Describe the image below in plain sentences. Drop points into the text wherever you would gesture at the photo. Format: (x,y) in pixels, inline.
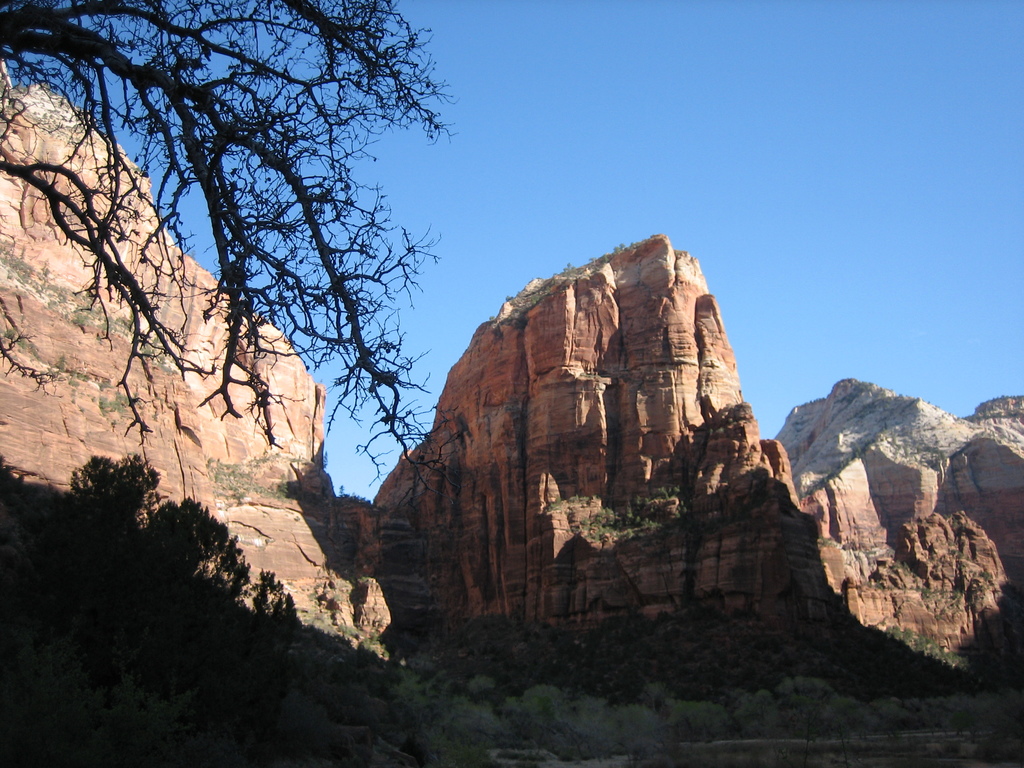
This picture shows trees (186,553) and few Hills (669,407) and a blue sky (743,193).
